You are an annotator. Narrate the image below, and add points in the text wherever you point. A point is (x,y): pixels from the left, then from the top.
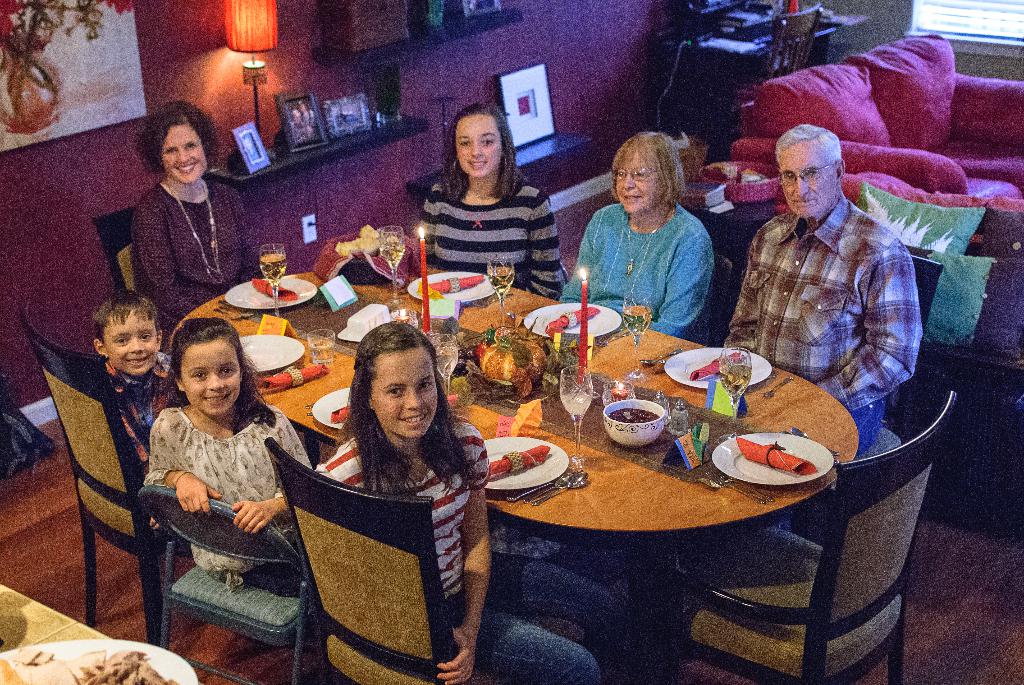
Persons (620,218) are sitting around this table (649,408), on this tables (541,299) there are candles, plates (757,376), bowl (652,405), food (634,412) and glasses (446,340). Beside this person's (805,195) there is a red couch (900,104) with pillows (933,60). Far there is a table (725,70), in-front of this table (754,45) there is a chair (780,69). On this rack (332,151) there are pictures (299,123) and lantern lamp (254,89). A picture (82,70) is on wall (170,70). A bag (26,455) is on floor (42,504).
